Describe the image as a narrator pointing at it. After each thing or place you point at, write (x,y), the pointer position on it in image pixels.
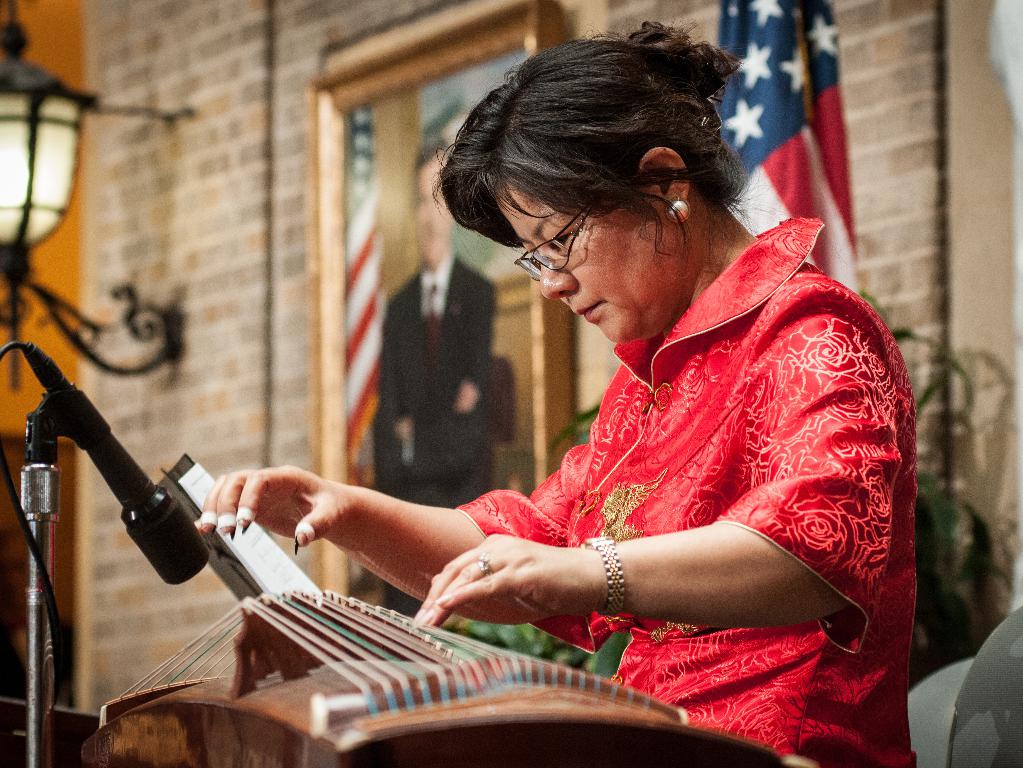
In this image we can see a lady (761,622) is sitting and playing some musical instrument (422,686) and wearing red color dress (703,516). In front of her mic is present. Behind one photograph (357,134), flag (755,112) and lamp (60,147) is there.
